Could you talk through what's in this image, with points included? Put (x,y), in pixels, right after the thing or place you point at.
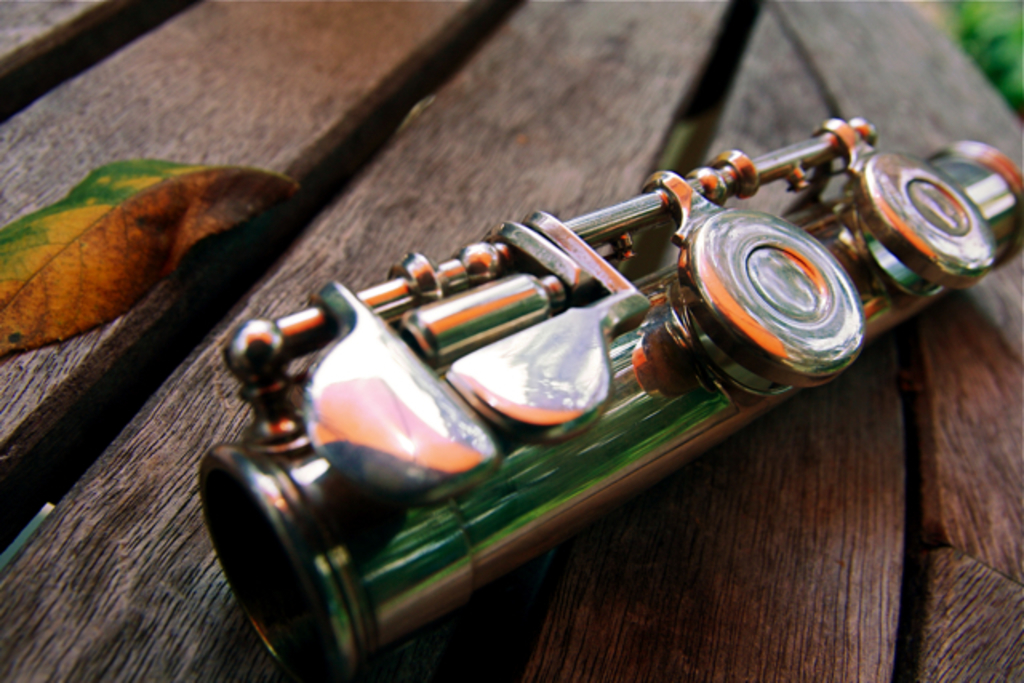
This image consists of a musical instrument (498,372) in the middle (533,411). There is a leaf (180,242) on the left side (143,292). They are placed on a table (171,663).
